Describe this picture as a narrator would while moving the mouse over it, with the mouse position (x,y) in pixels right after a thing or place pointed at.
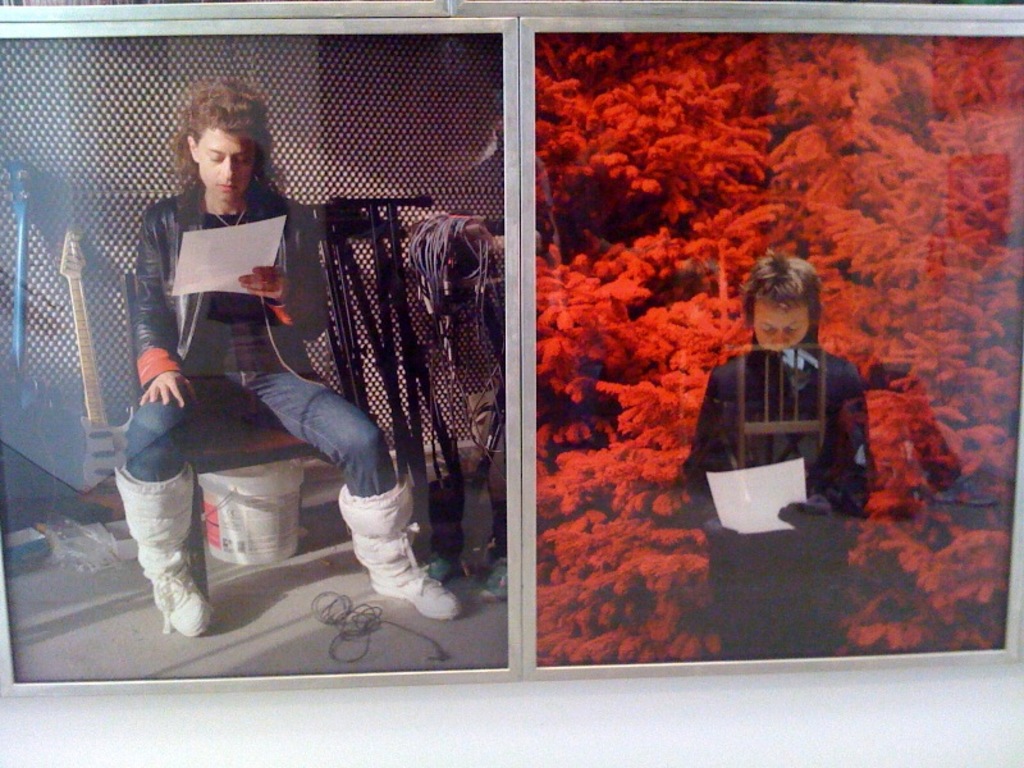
A collage picture. This man (263,184) is sitting on a chair (203,496) and holding a paper (259,251). Here we can see musical instruments (85,367) and bucket (272,511). In this picture, this man (814,606) is holding a paper (736,505). Background (679,104) it is in red color.
